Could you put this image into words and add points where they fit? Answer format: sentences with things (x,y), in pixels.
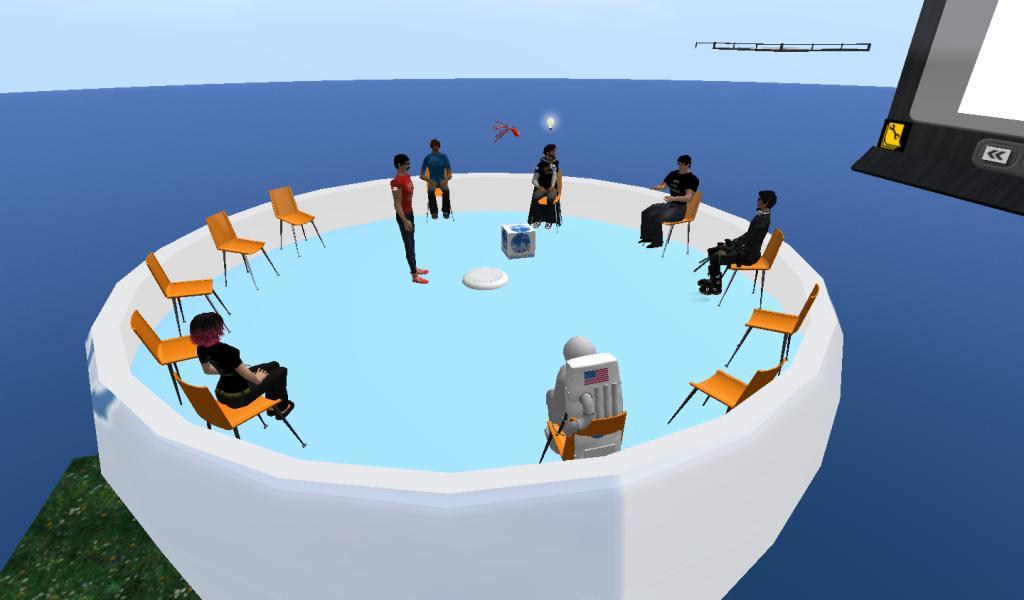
In this picture I can see few chairs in front on which there are few people (543,187) and I can see the blue color thing (534,91) around them and I see that this is a depiction picture.
